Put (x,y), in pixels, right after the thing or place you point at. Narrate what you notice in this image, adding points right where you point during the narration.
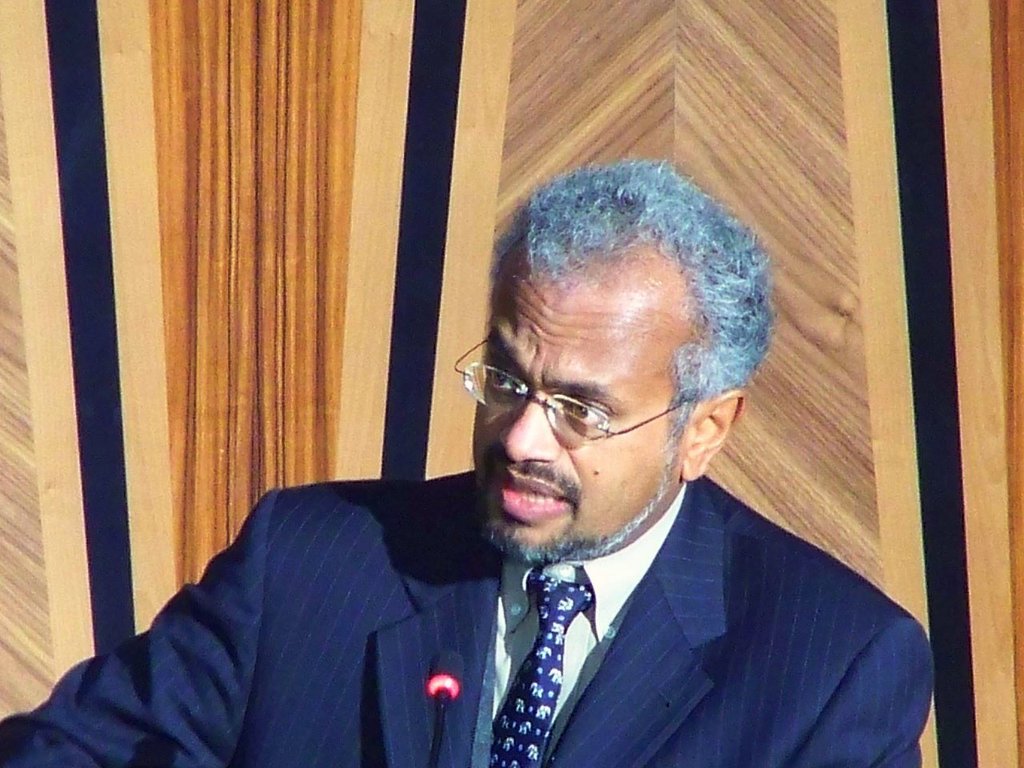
Here we can see a man (511,581) talking on the mike (438,684). He is in a suit (404,684) and he has spectacles (589,434).
